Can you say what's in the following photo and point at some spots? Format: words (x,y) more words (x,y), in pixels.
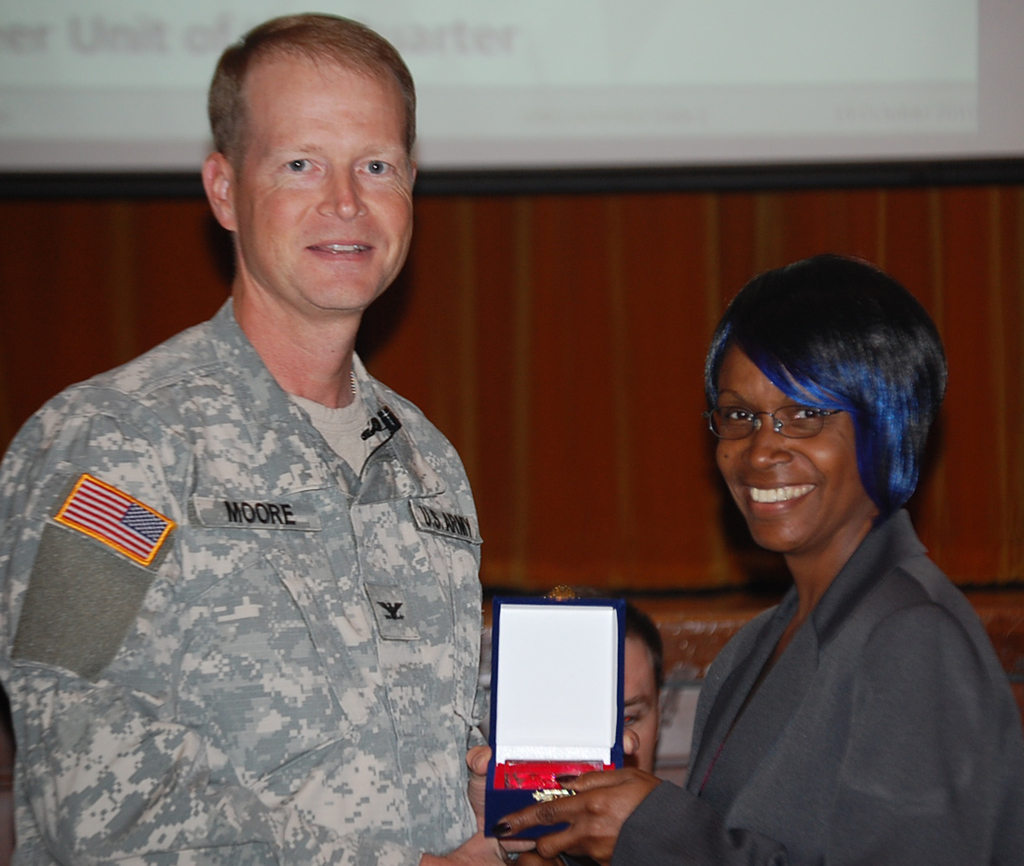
In this image we can see a few people (336,808), a lady (712,673) is giving an object (556,746) to a person (310,540), behind them there is a wooden wall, and a screen (672,106).
